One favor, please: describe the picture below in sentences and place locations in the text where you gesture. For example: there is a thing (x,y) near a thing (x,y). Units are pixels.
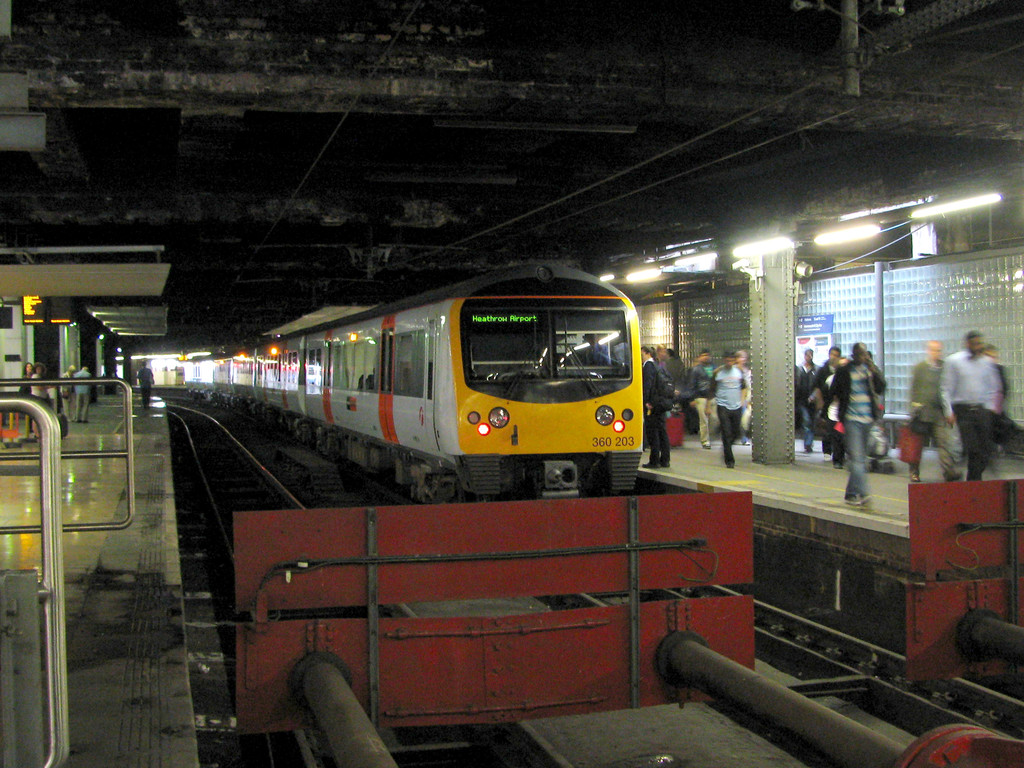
This image consists of a railway station (1012,371). In the front (428,417), there is a train (412,436). At the bottom (591,641), there are tracks (811,636) and there are stoppers (625,648). On the left (141,422) and right, there are platforms (1013,459) on which there are many people (822,426) walking. At the top (625,159), there is a roof (582,168).
